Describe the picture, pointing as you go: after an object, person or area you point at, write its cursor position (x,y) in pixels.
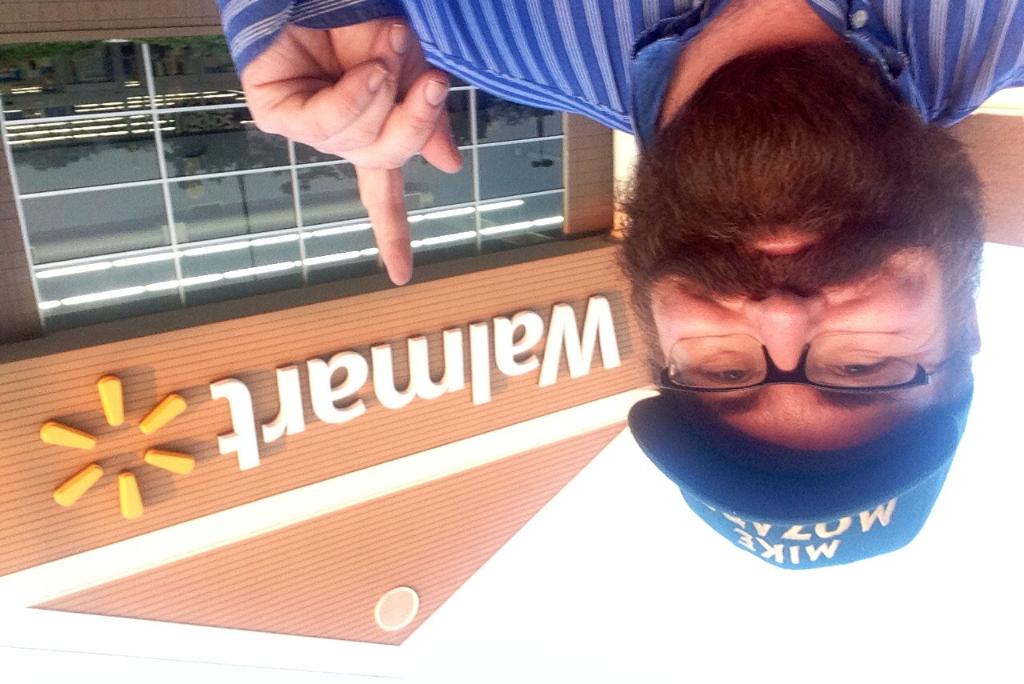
In this image I can see a man (424,129) in the front (741,397) and I can see he is wearing a blue cap (744,462), a specs (662,385) and a blue shirt (878,52). In the background (581,199) I can see a building (75,300) and on the top side of the building (216,410) I can see something is written. I can also see this is an inverted image.
